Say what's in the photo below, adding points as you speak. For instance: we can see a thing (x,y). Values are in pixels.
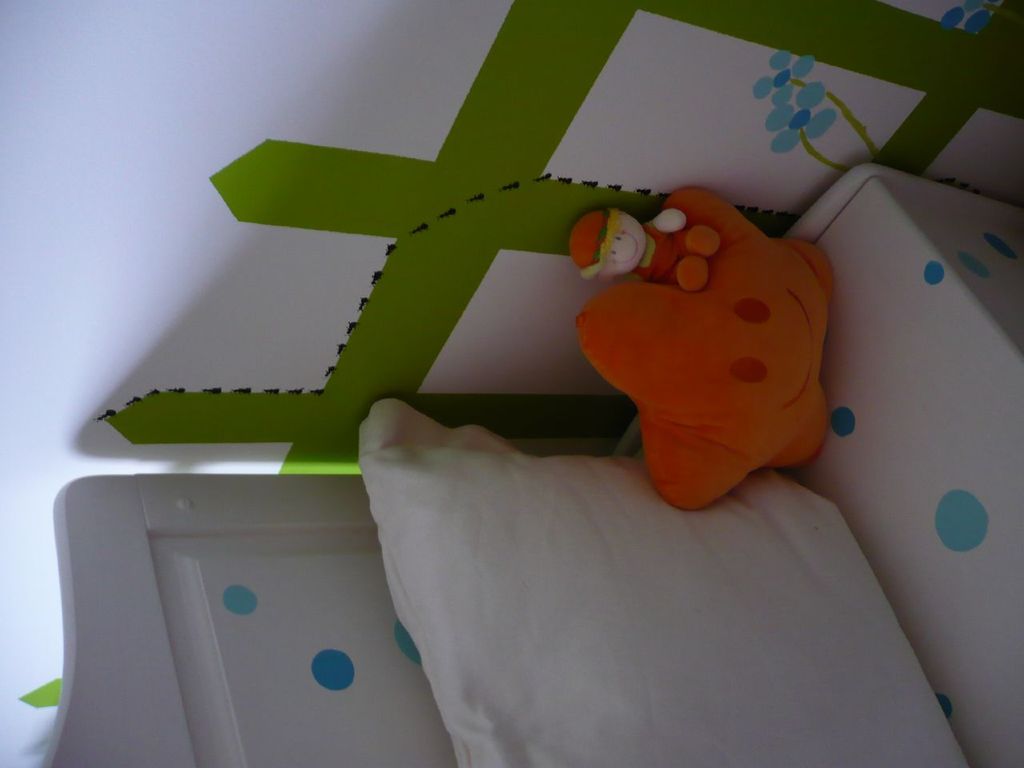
This image is rotated towards the right (700,266). I can see two pillows (818,396) and a wall (248,125) and a wooden bed (923,394).
